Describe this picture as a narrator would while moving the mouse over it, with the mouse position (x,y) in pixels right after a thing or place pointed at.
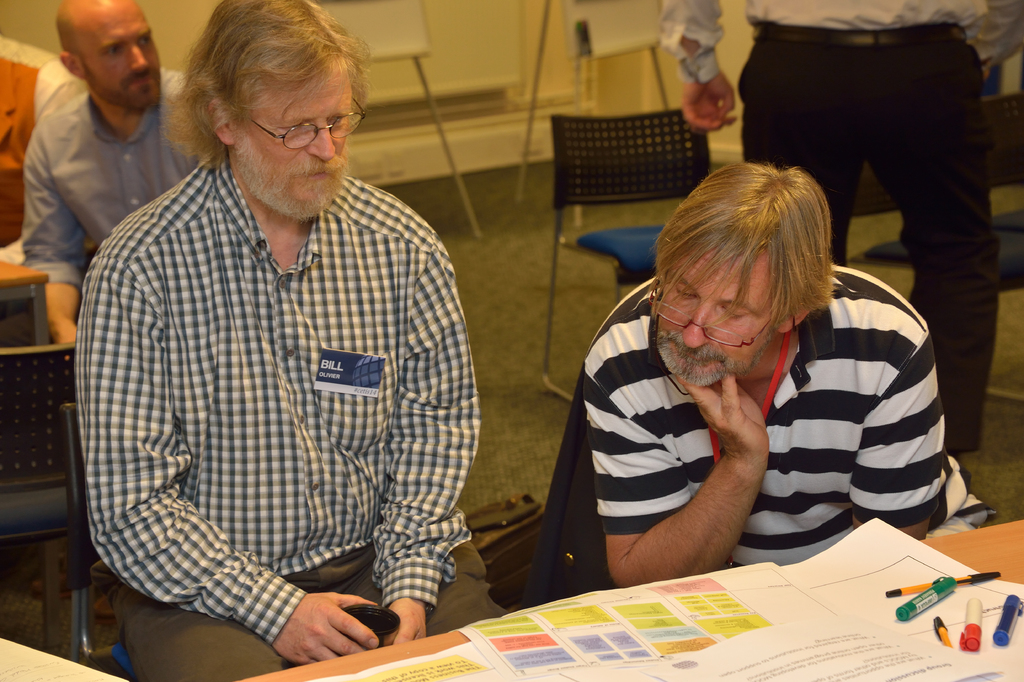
In the center of the image (369,393) there are two men (231,535) who are sitting on the chair (545,541) are looking at the paper (632,628) which is placed on the table (408,657). In the background (640,198) there are people (176,155), chairs (612,188), board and wall (182,26).
